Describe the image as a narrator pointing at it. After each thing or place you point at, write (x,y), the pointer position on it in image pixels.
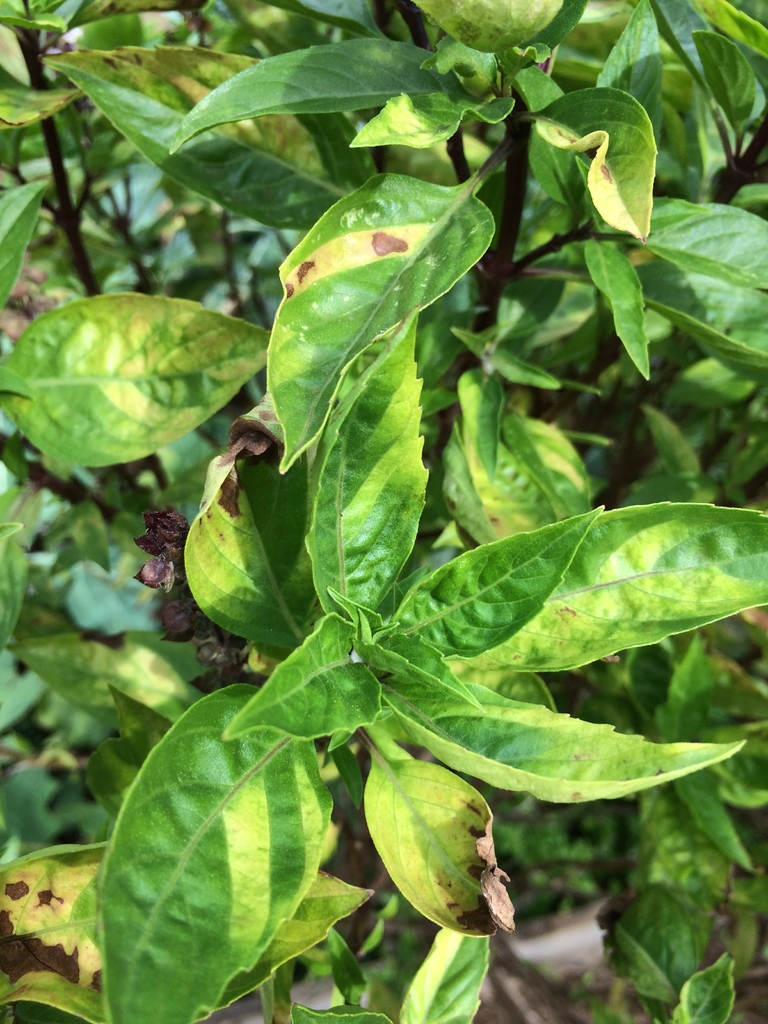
In this image I can see number of green colour leaves (450,340).
